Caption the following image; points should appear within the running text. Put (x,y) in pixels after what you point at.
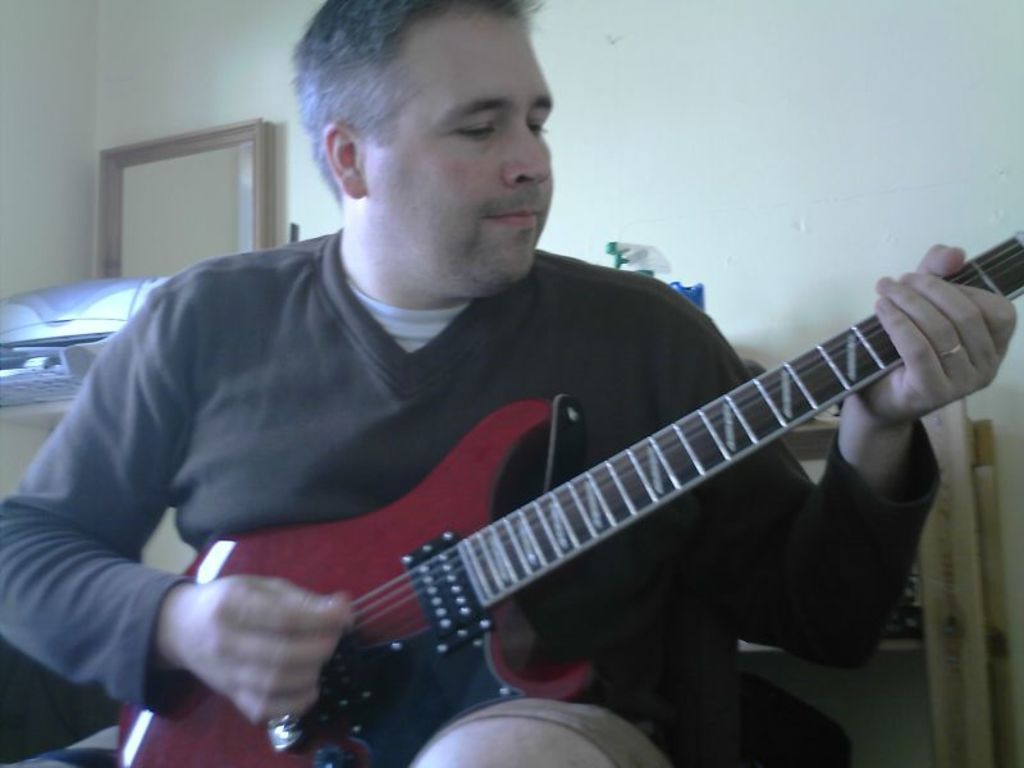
In this image I can see a person (611,544) is playing a guitar (524,503). In the background (1009,374), I can see a wall (871,53), mirror (209,224), shelves (963,506) and some objects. This image is taken may be in a room (4,228).
